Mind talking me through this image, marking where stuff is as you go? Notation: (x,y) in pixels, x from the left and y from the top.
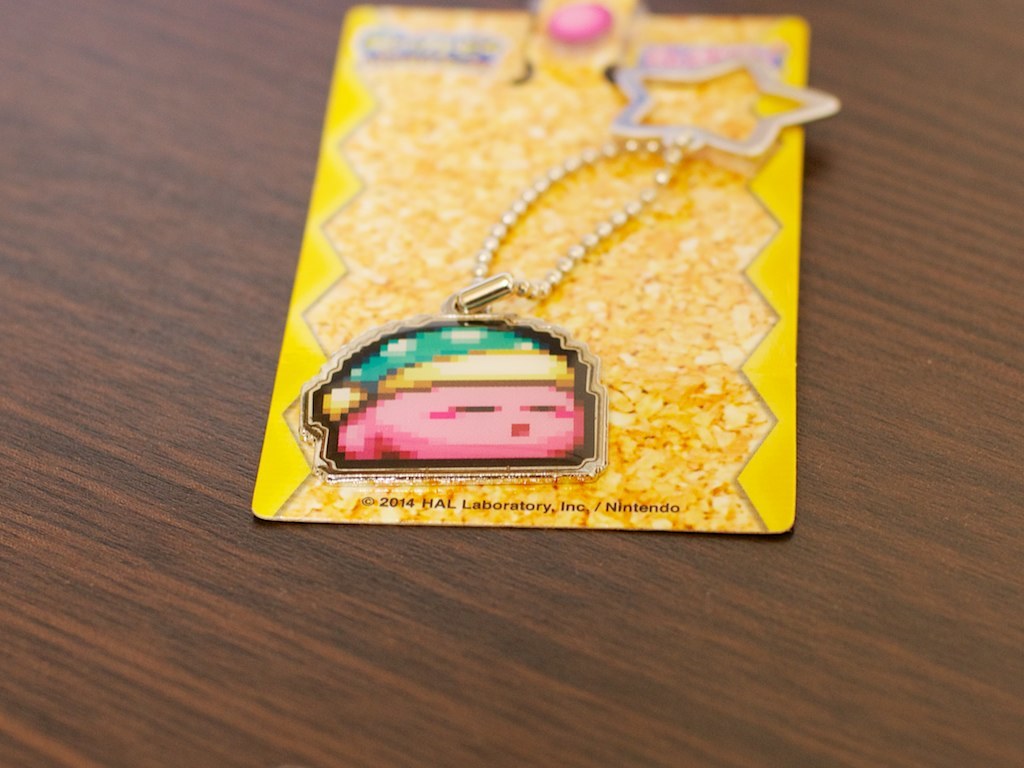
In this image there is a Kirby key chain (471,372) on the table (142,463). The keychain (404,359) is packed in the cover (479,99).
